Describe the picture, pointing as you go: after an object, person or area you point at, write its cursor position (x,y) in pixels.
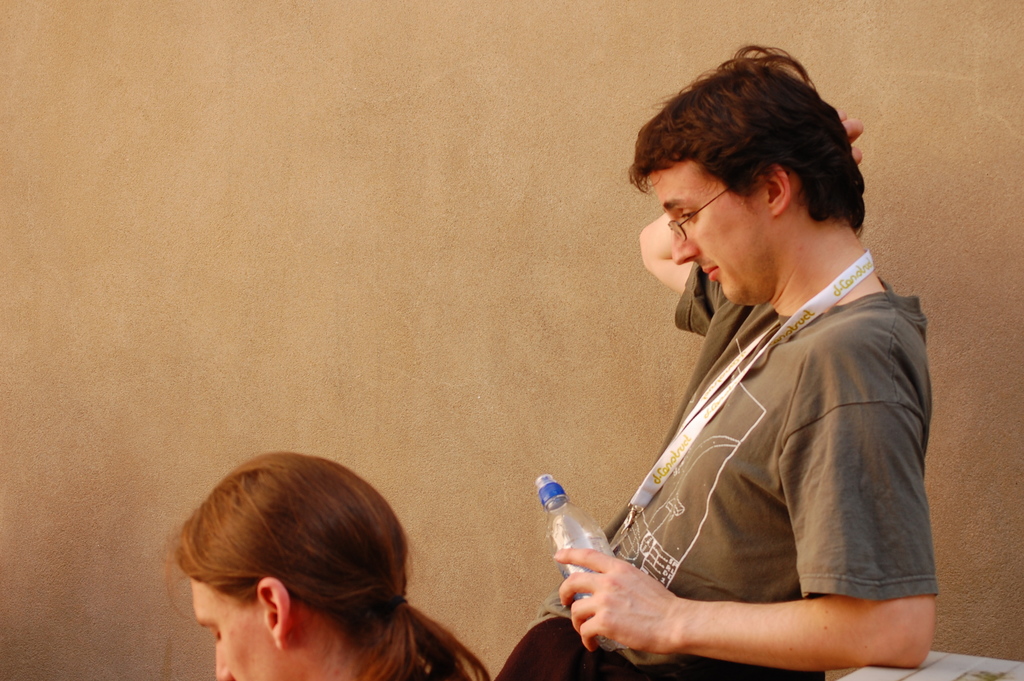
This picture shows a man (841,545) standing by holding a bottle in his hand (617,617) and a woman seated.
